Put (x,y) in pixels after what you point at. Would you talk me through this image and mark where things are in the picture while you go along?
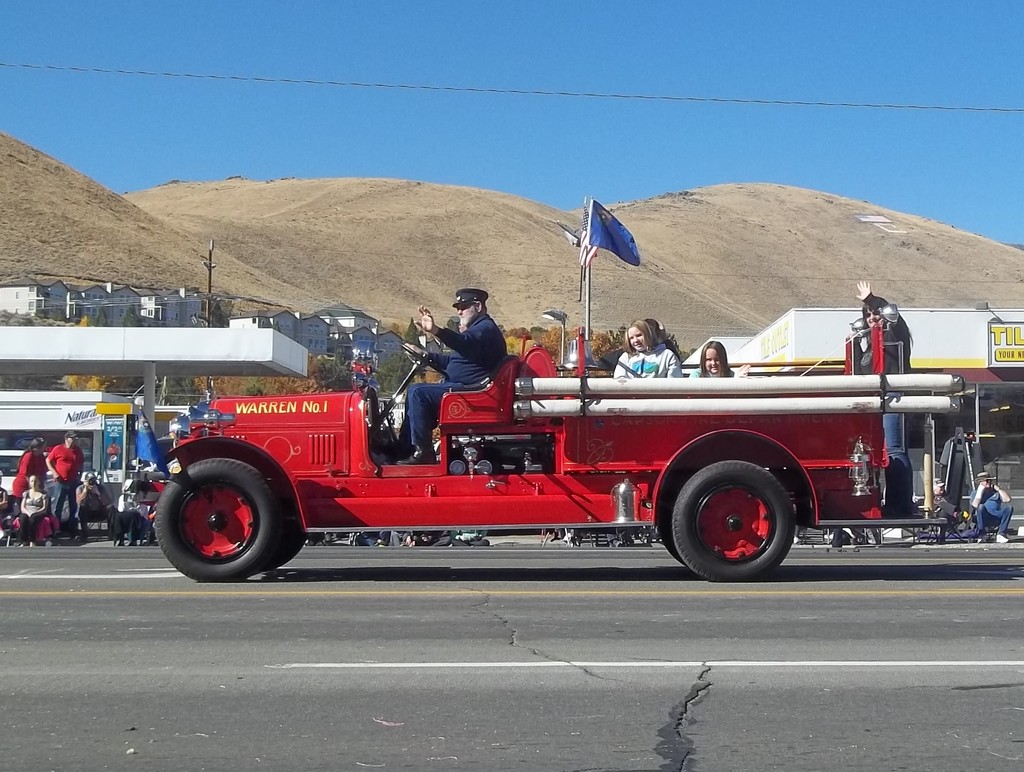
In this image, we can see persons (897,340) and flag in the vehicle (512,419). There are buildings (833,315) and hills (796,288) in the middle of the image (503,260). There is a sky (539,35) at the top of the image (570,31).
